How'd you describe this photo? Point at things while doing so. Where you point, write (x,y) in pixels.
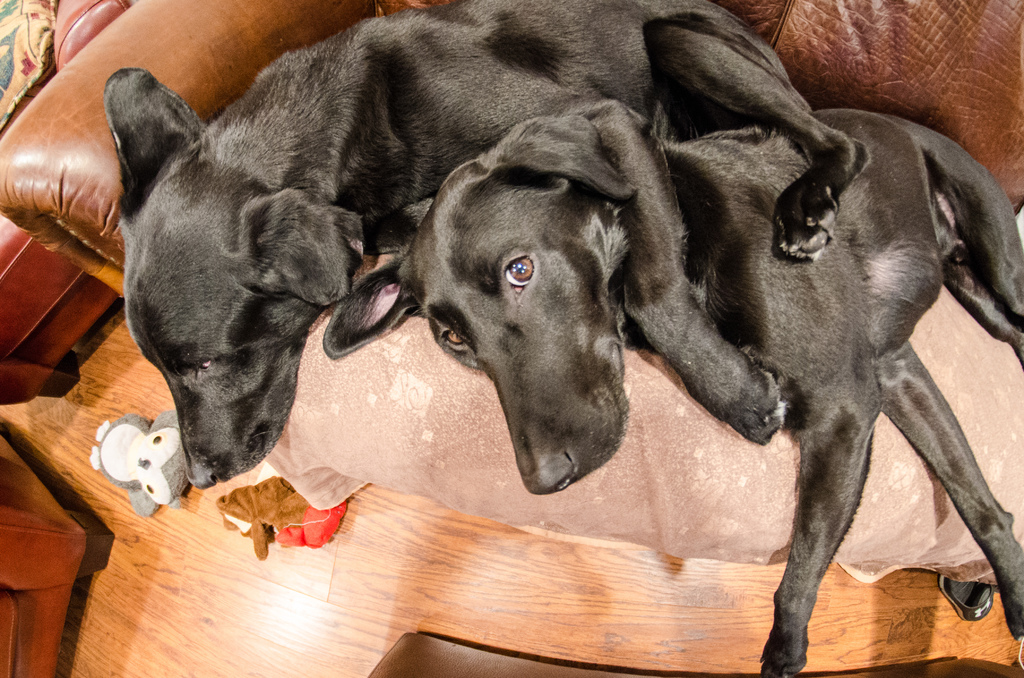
In this image, we can see two dogs (760,263) on the sofa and we can see the wooden floor (149,405).
